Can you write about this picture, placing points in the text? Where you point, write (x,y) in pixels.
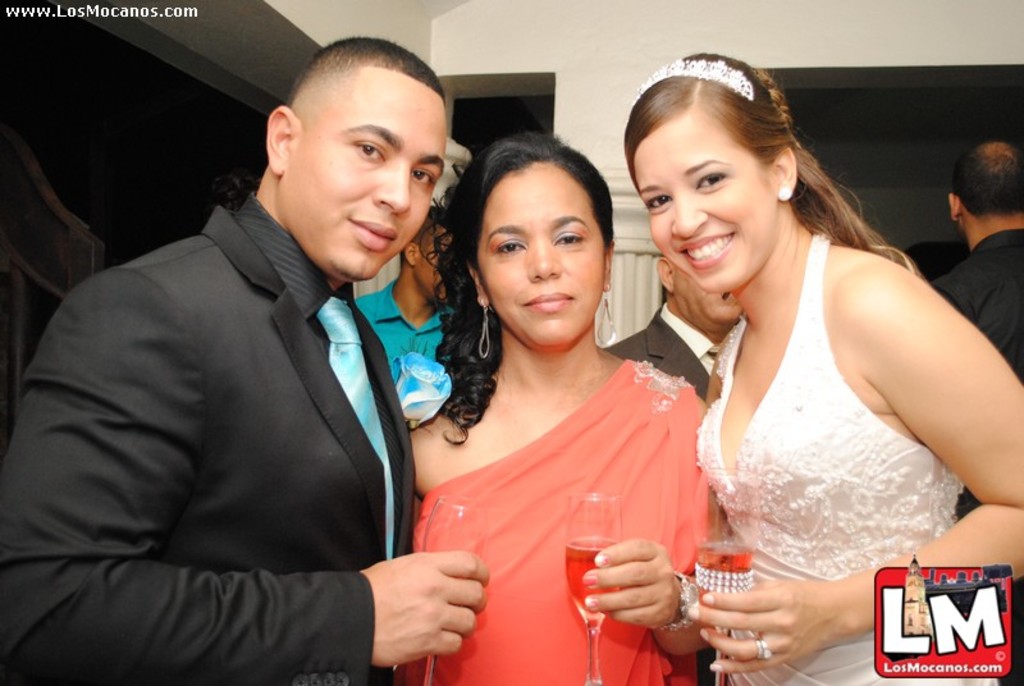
In this image I can see few people (372,320) standing. In front (654,463) the person (657,476) is wearing peach color dress (624,510) and holding the glass (589,507). In the background (602,119) I can see the pillar (614,97) in cream color.
